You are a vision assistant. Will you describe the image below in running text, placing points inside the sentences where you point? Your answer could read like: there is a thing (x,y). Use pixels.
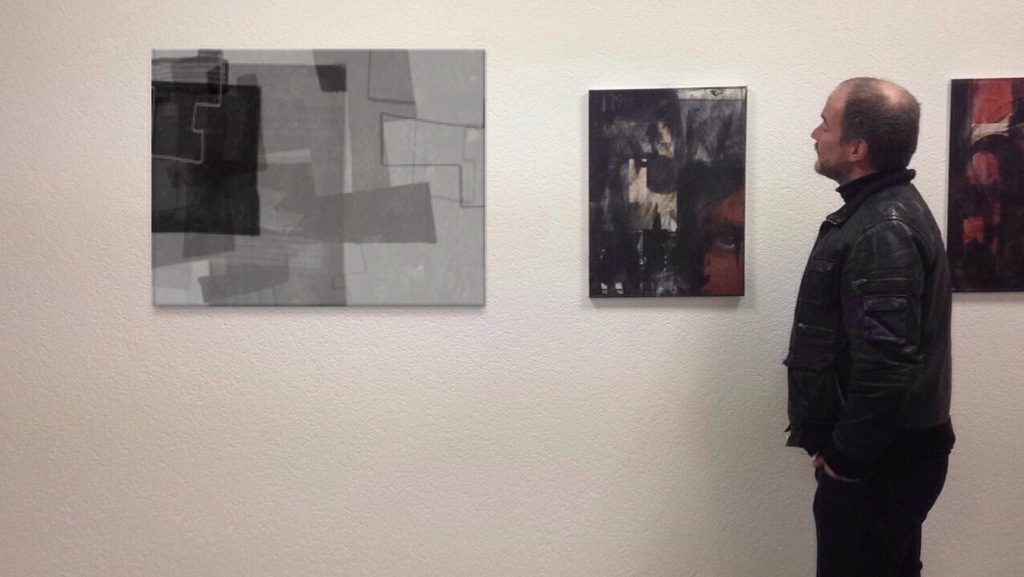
In the picture I can see a man (817,558) on the right side (817,558). He is wearing a black color jacket (905,213) and he is looking at a photo frame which is on the wall (764,336). In the picture I can see the photo frames (959,108) on the wall (947,106).
